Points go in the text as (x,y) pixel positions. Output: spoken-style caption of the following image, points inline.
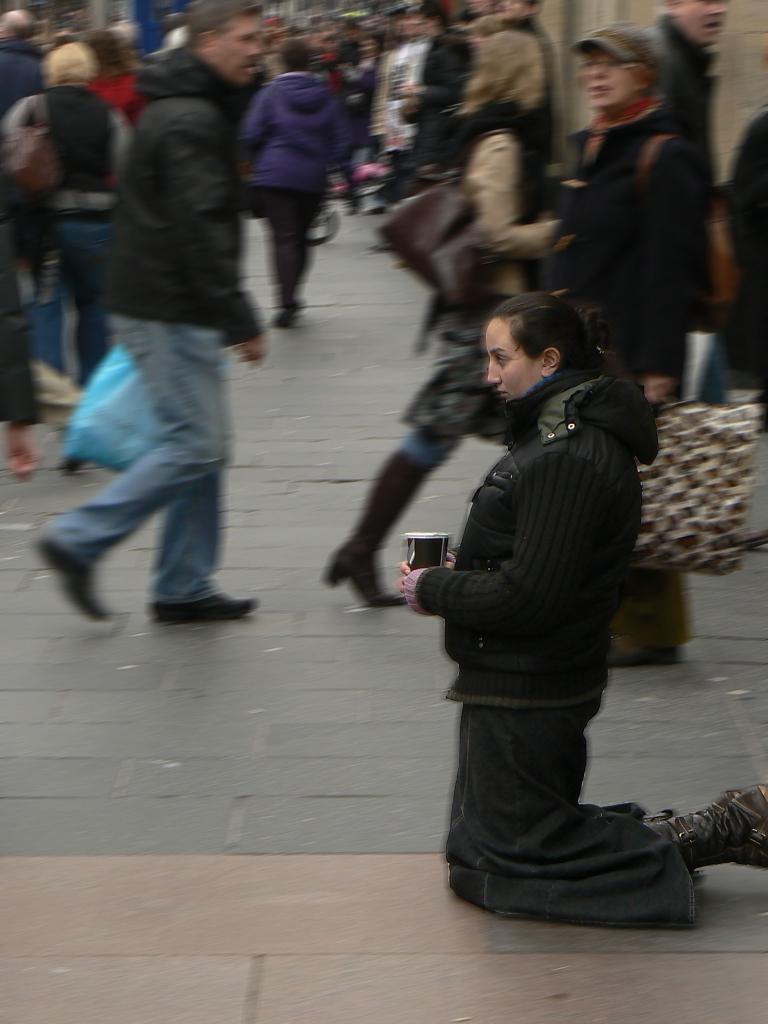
This picture shows a woman (506,737) wore a black coat (515,489) and she is kneeling on the ground (237,984) and holding a cup (446,549) in her hand (415,579) and we see few people (532,242) walking and few are standing and we see a woman (641,63) holding a bag (725,469) in the hand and she wore a cap (650,59) on her head (591,54) and we see another woman (482,143) walking holding hand bag (432,197) and a man (143,348) holding a carry bag (101,422) in his hand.
